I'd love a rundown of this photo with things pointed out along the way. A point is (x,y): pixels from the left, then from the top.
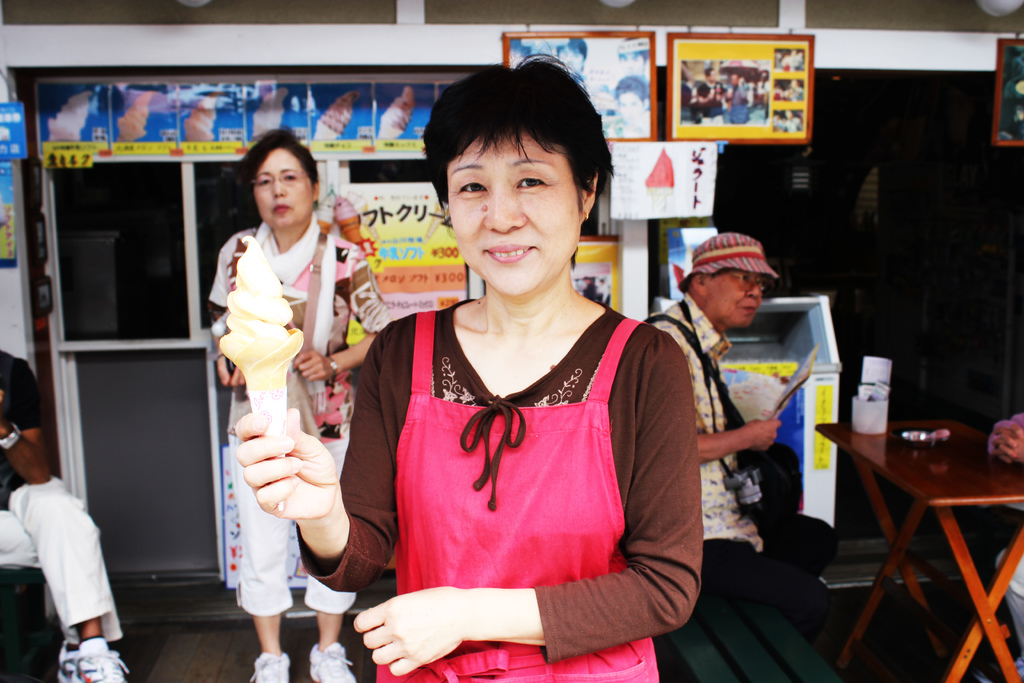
The woman (544,428) in pink dress (426,510) is holding an ice-cream cone (276,363). This is a store (370,223) with posters (236,116) of ice-cream cone (140,116). This woman (297,202) is standing. This person (764,591) is sitting on a bench (714,633) and wore hat (720,236) and camera (748,472). On this table (1005,484) there is a bowl (871,416) with papers (887,377).
